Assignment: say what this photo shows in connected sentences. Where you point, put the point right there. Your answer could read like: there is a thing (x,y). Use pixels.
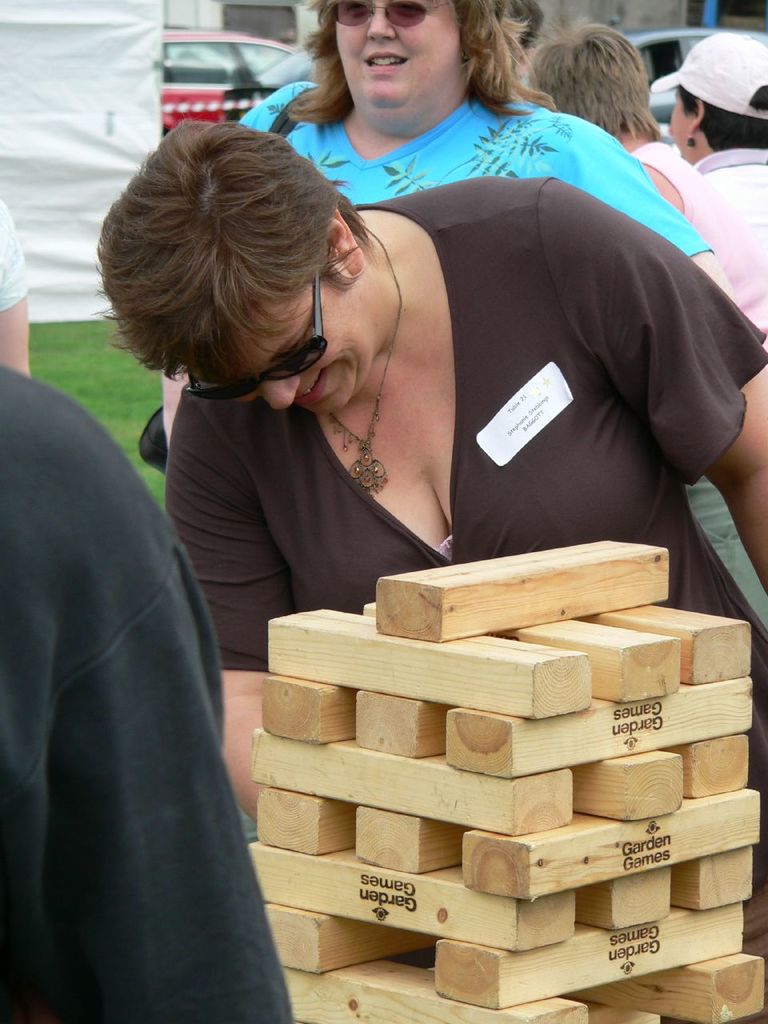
In this image we can see a group of people (333,467) standing. On the bottom of the image (621,936) we can see the structure (722,746) built with some small wooden pieces (427,589) and some text (399,905) on it. On the backside (52,299) we can see some grass (106,393), a wall (62,291) and some cars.
